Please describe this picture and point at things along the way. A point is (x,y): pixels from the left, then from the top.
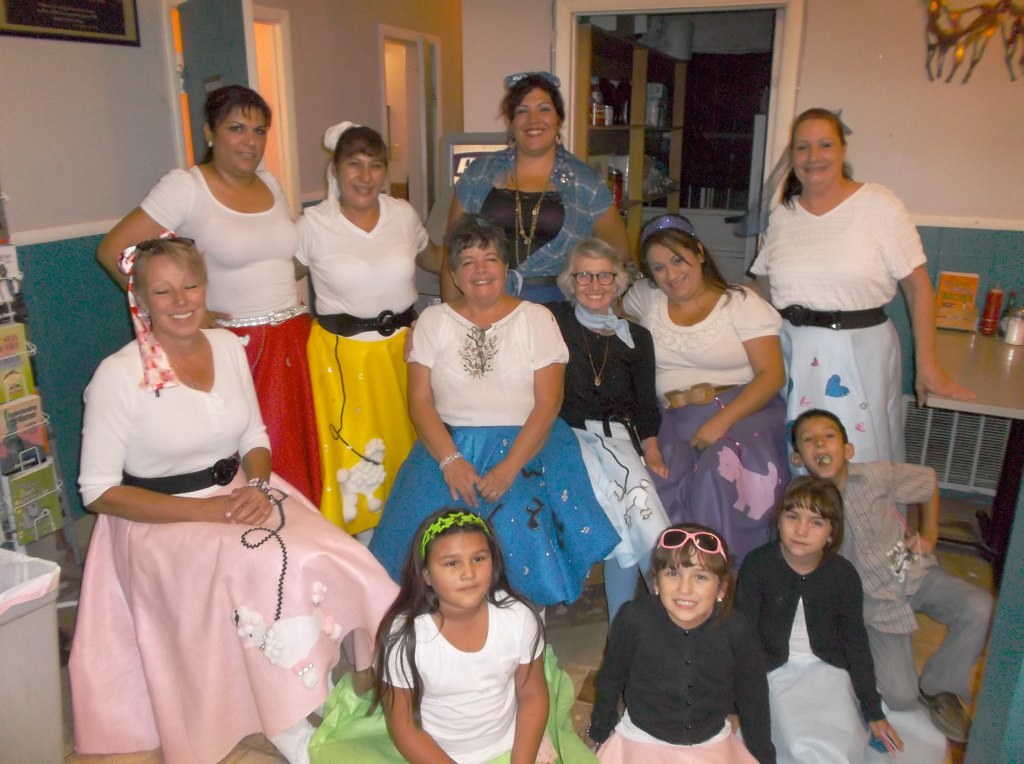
In this image there are group of persons (632,396) sitting and standing and smiling. In the background (421,82) there are doors (246,78) and there is a frame (77,26) on the wall (82,85). On the right side (966,380) there is a table (972,374) which is white in colour, on the table (987,388) there are objects (985,332). On the left side (5,478) there is a book stand (42,419) and there are books (26,431) in the stand (29,431). In the background (630,100) there is a shelf (640,151) and on the shelf (637,132) there are objects (657,97).
